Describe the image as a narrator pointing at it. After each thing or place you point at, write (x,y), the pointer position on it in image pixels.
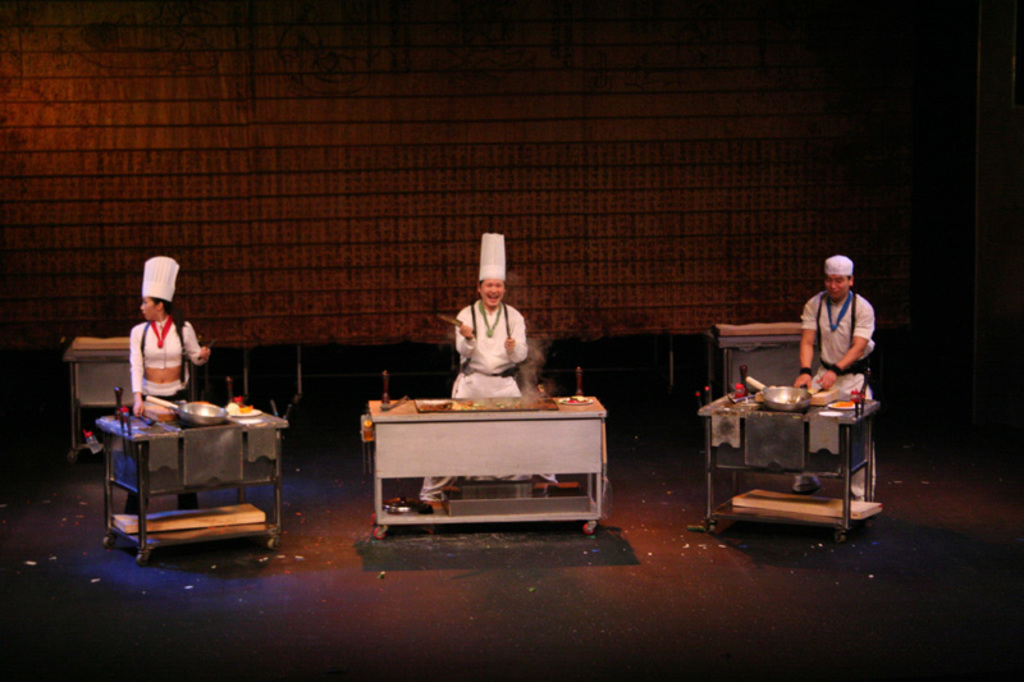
In this image I can see three persons (135,357) standing and they are wearing white color dresses (495,391). In front (390,454) I can see few utensils (215,409) and few tables (773,419) and I can see the brown color background (394,210).
